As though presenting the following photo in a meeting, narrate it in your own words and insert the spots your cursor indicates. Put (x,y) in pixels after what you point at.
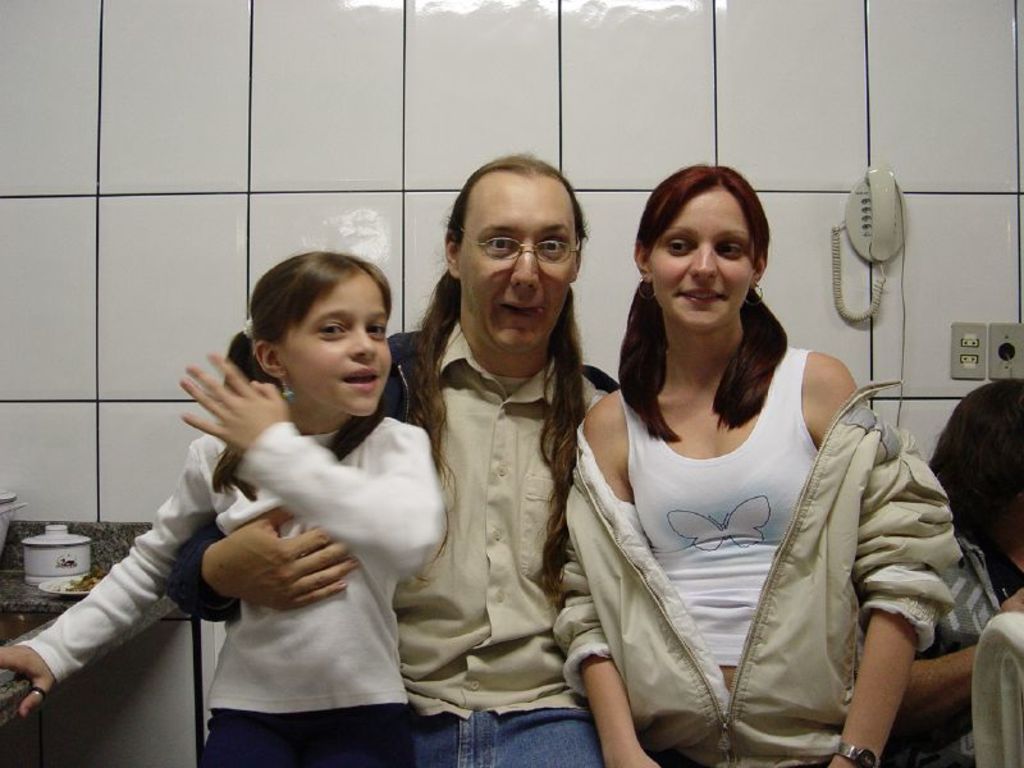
In this image there is a person (454,593). He is holding a girl (330,612). Beside him there is a woman (663,524) wearing a jacket (863,553). Left side (14,583) there is a stone slab (1,601) having a plate (66,578) and few bowls (33,561) on it. Right side (863,182) a telephone (857,200) is attached to the wall (809,169). Right side (1012,747) there are few objects (1023,734).
